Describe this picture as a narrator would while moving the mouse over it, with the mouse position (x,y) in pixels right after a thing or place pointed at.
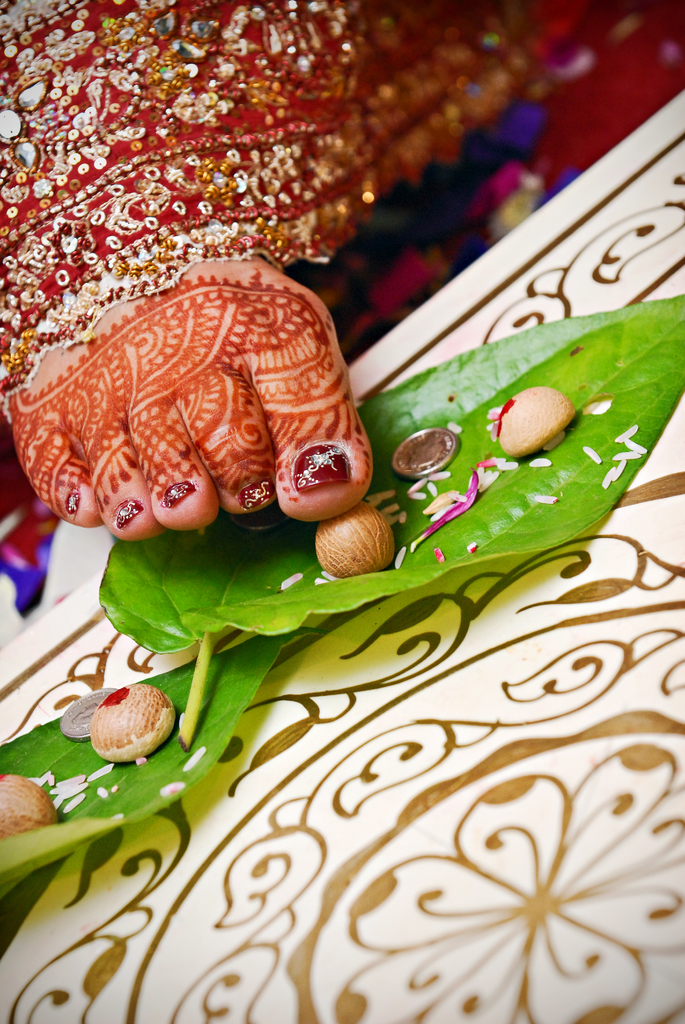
This is a zoomed in picture. In the foreground (399,680) we can see the green color leaves (441,532) containing some items (14,823) are placed on the top of an object (362,812). In the center (349,423) we can see the leg (196,264) of a person (154,420) on which we can see the design (188,376) of a Mehndi (137,376) and the nail art (331,464) on the nails (258,499).
